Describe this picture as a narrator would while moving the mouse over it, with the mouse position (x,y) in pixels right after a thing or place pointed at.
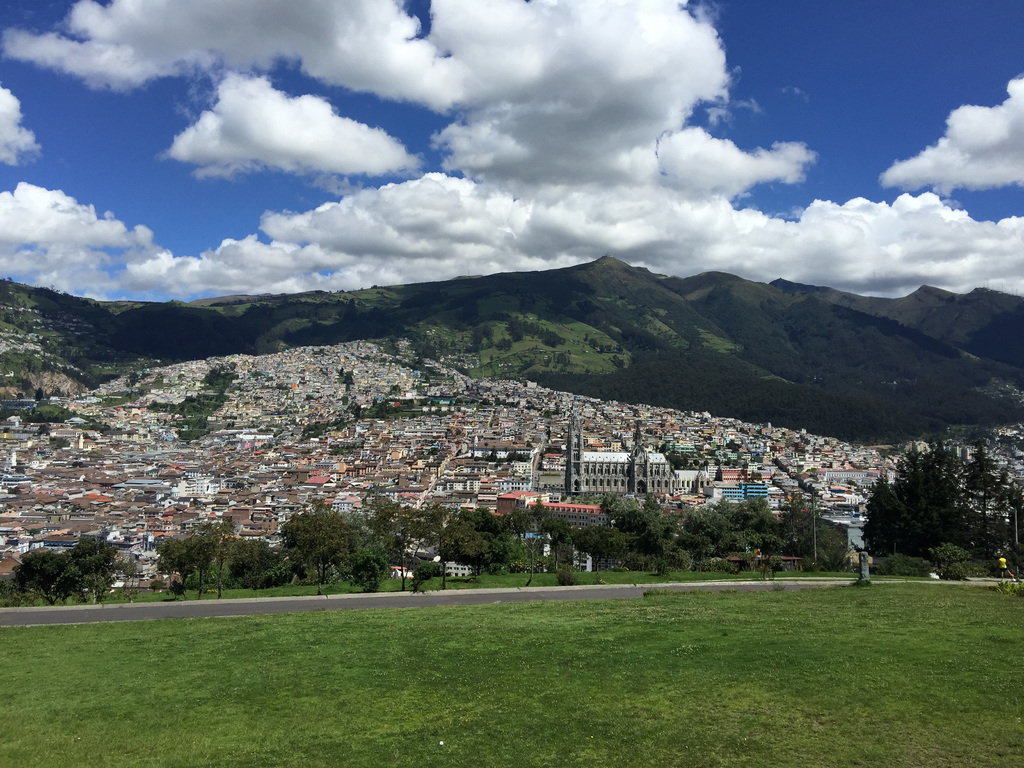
In this image there is a ground (308,725) with grass (289,734), beside that there is a road (964,582), trees (994,564), and so many buildings (843,442) on the mountain (30,304).
